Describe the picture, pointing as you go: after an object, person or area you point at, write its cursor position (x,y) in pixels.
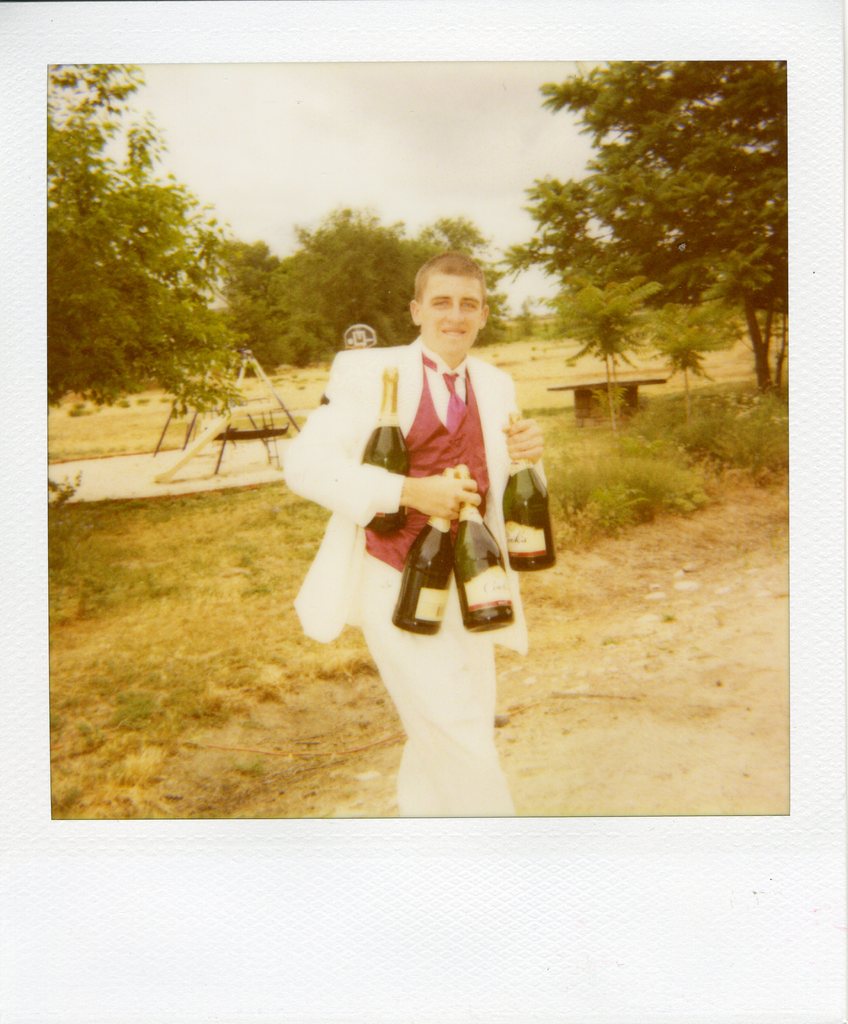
This is a photo. In the center of the image (453,519) a man (486,451) is standing and holding bottles (446,535) in his hands (423,505). In the background of the image (329,275) we can trees (309,316), swing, bench (592,389), grass (537,398). At the bottom of the image (276,730) there is a ground (348,729). At the top of the image (475,188) there is a sky (475,156).
